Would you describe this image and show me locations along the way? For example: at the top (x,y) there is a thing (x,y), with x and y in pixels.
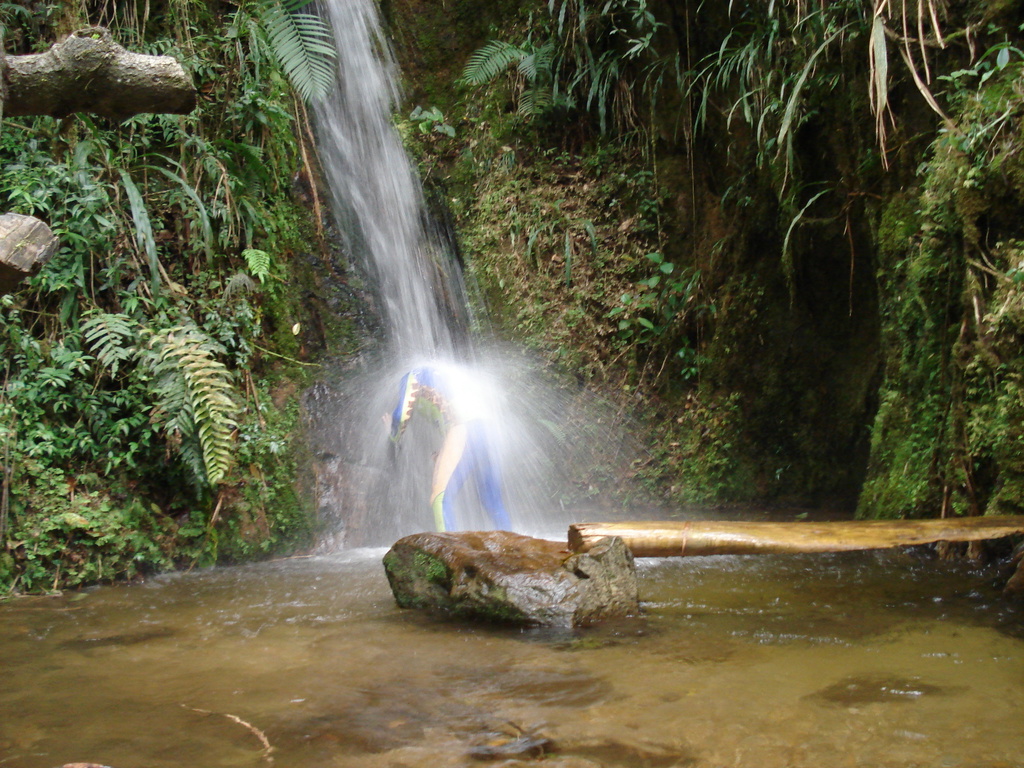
In the image we can see a person (458,437) wearing clothes (473,442), this is a waterfall (386,215), wooden stick (92,111), water (668,716) and stones (520,589). There are plants (134,305) and grass (590,227).
